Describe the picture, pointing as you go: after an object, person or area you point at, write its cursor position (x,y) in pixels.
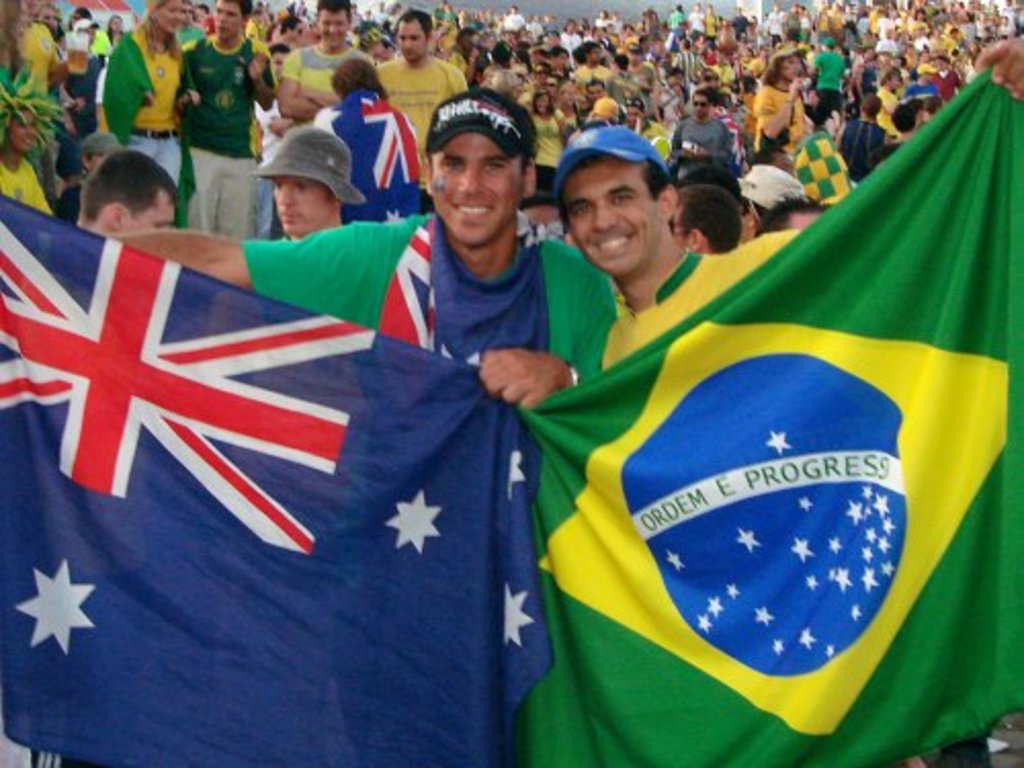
In this picture I can see 2 men (450,201) standing in front (703,284) and holding flags (327,558) in their hands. I can also see that they're smiling and I see caps (570,152) on their heads (482,174). In the background (412,187) I can see number of people (577,105).
